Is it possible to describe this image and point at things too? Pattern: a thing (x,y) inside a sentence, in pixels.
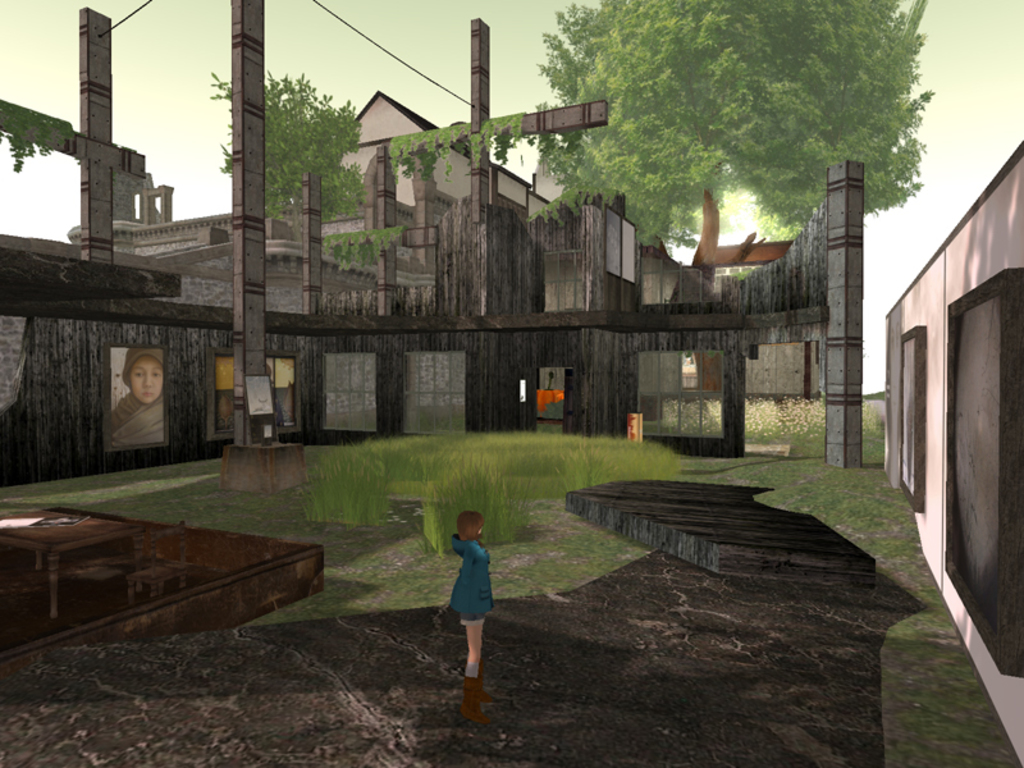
It is an edited image. In this image in front (388,722) there is a person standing on the floor (567,653). On the left side of the image (185,606) there is a stage (223,551) and on stage (110,560) there is a table (56,542). On top of the table (75,528) there are books (69,517). At the right side of the image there is a wall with the photo frames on it. On the backside (446,333) there is a building (524,284). In the background (762,214) there are trees (762,214) and sky (453,14).
